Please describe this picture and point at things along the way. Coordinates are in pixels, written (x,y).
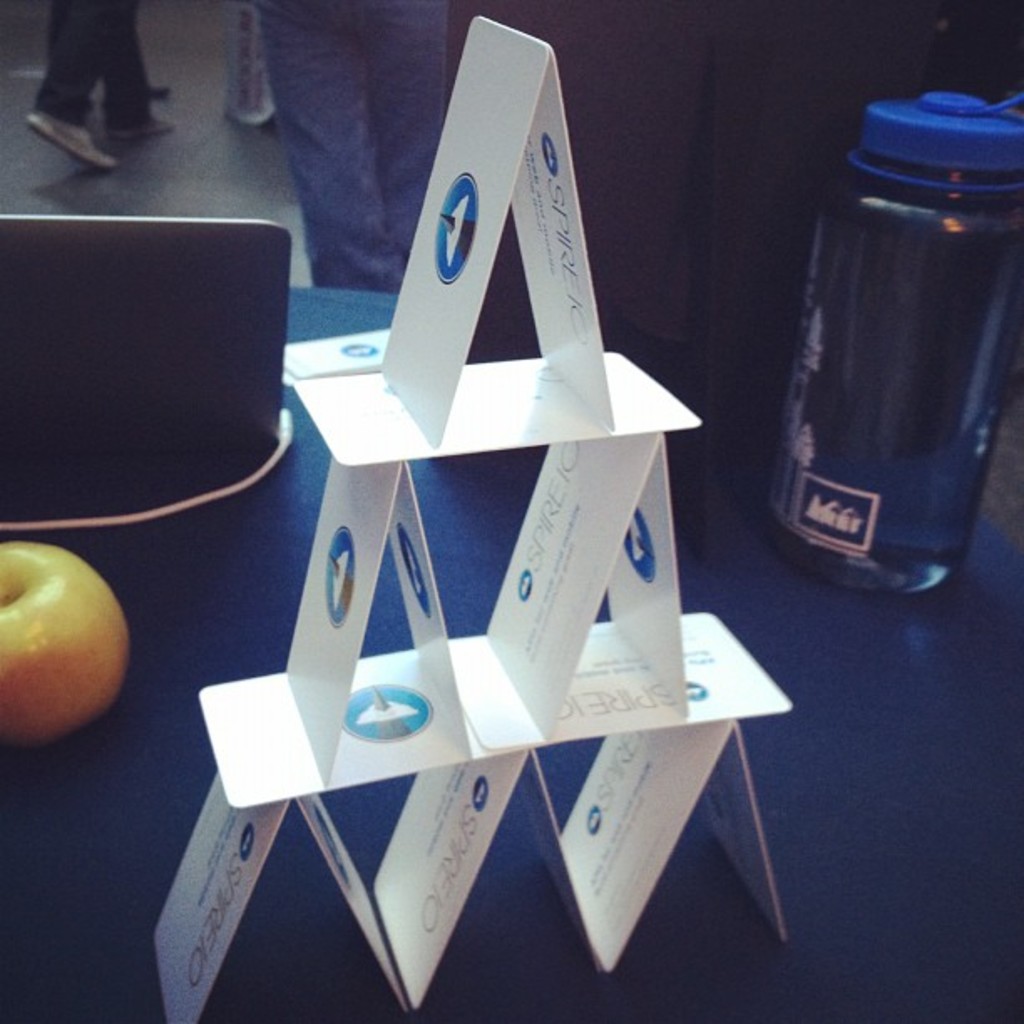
In this picture there is a cards (411,575) arranged in the form of building on the table (531,934). There is a jar (874,357), fruits (69,565) and a tablet (174,382) here. In the background (116,44) there is a person (85,77) standing.
